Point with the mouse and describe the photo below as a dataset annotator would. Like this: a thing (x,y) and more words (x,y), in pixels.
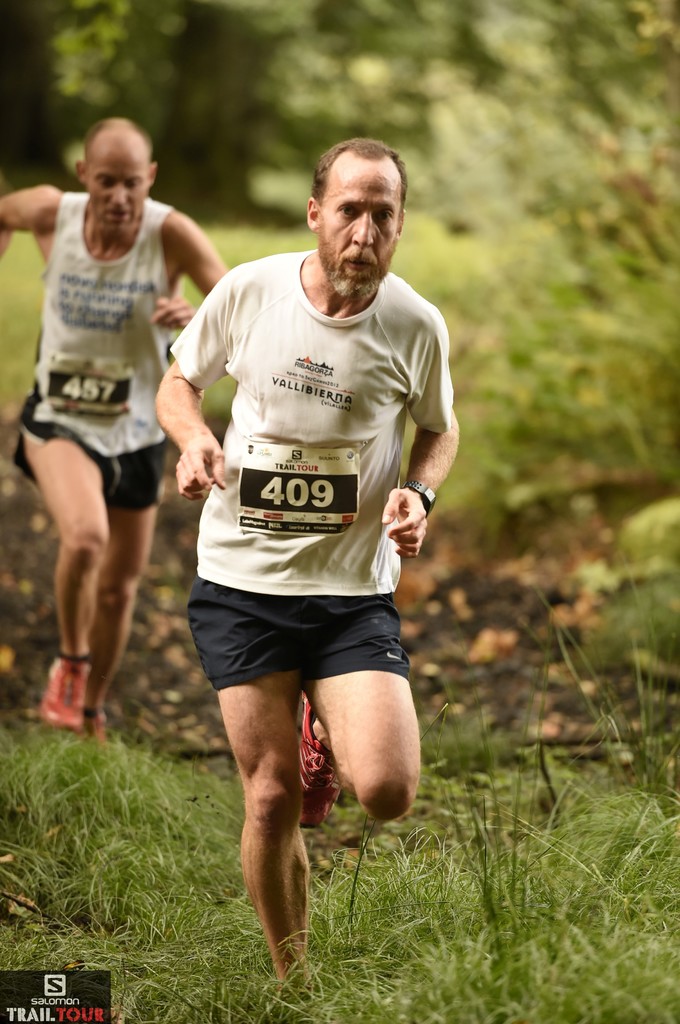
In this image there are two persons (261,517) running, there is grass (437,858), there are trees (190,77) in the background of the persons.
